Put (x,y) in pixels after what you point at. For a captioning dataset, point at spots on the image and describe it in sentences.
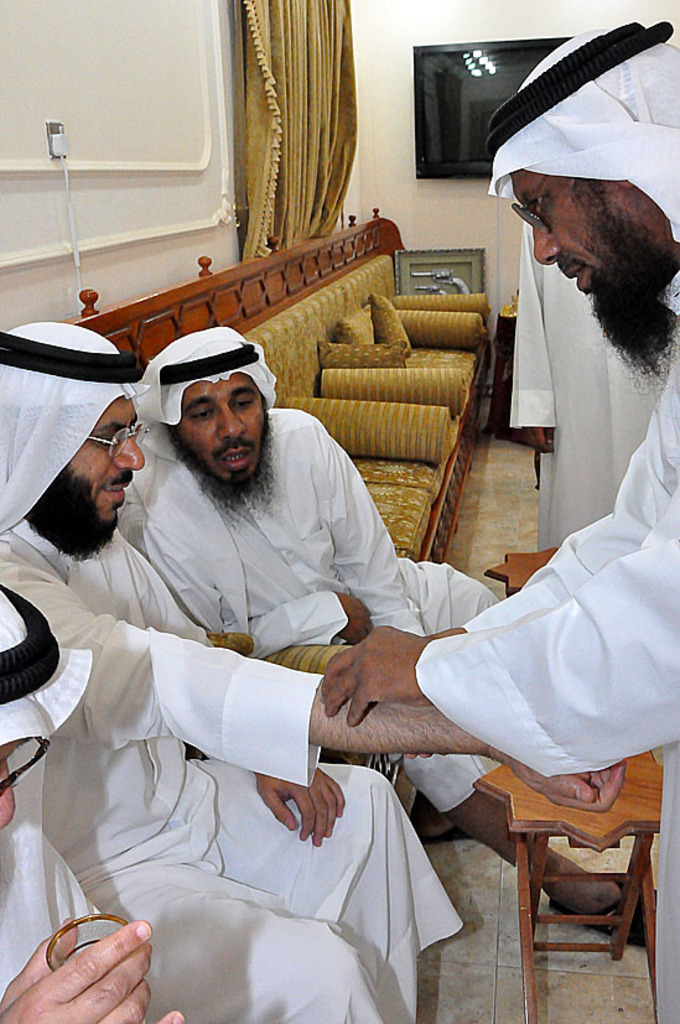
In a picture there are five people (582,507) where two are sitting on the sofa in the middle (229,434) two persons (624,378) are standing and in front of them there are small tables (596,844) and at the left corner (122,967) there is another person (74,998) holding a glass (76,947) and right corner of the picture (465,115) there is one tv (481,158) attached to a wall (398,148) and a curtain (273,156).
